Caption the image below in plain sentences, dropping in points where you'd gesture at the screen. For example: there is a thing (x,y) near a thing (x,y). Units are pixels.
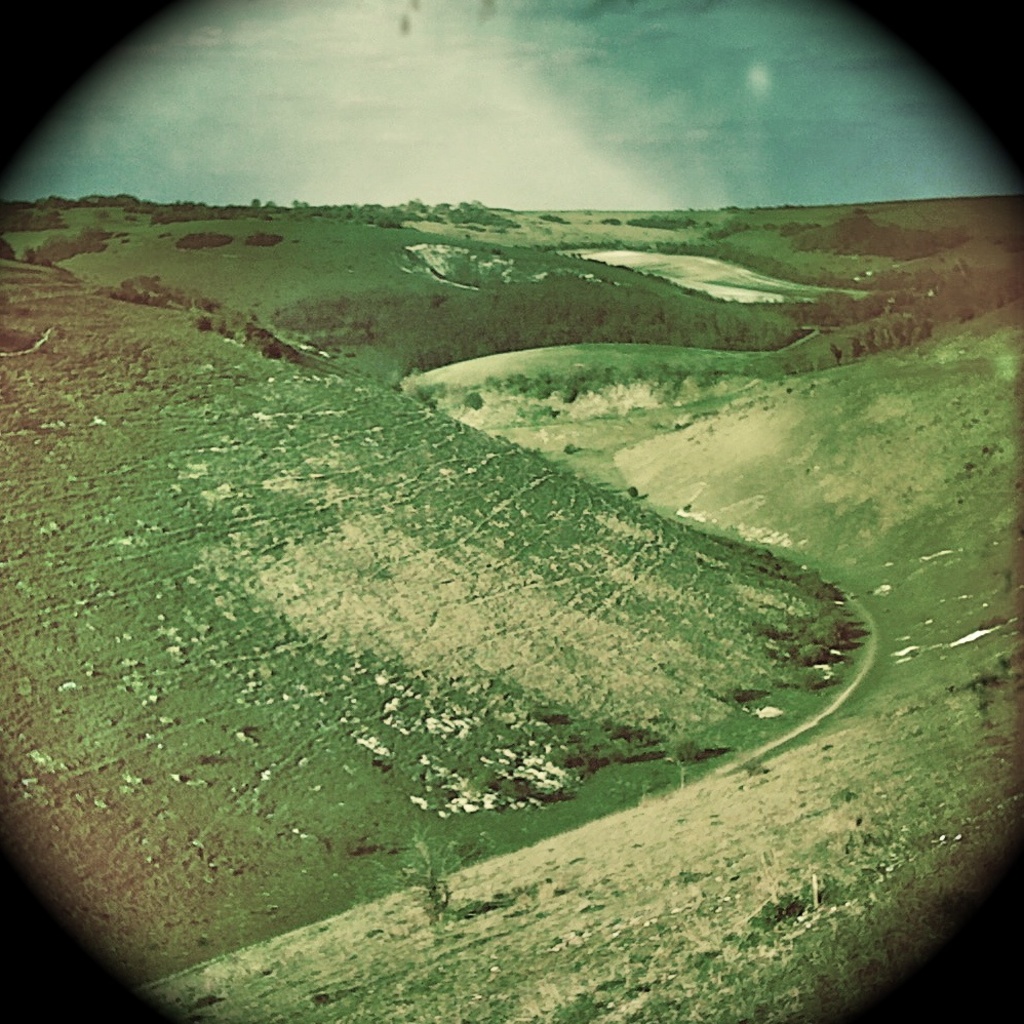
This picture seems to be an edited image. In the foreground (927,835) we can see the ground (199,784) and the green grass (598,622). In the center (469,571) we can see the plants (559,287). In the background (282,120) there is a sky (490,87).
